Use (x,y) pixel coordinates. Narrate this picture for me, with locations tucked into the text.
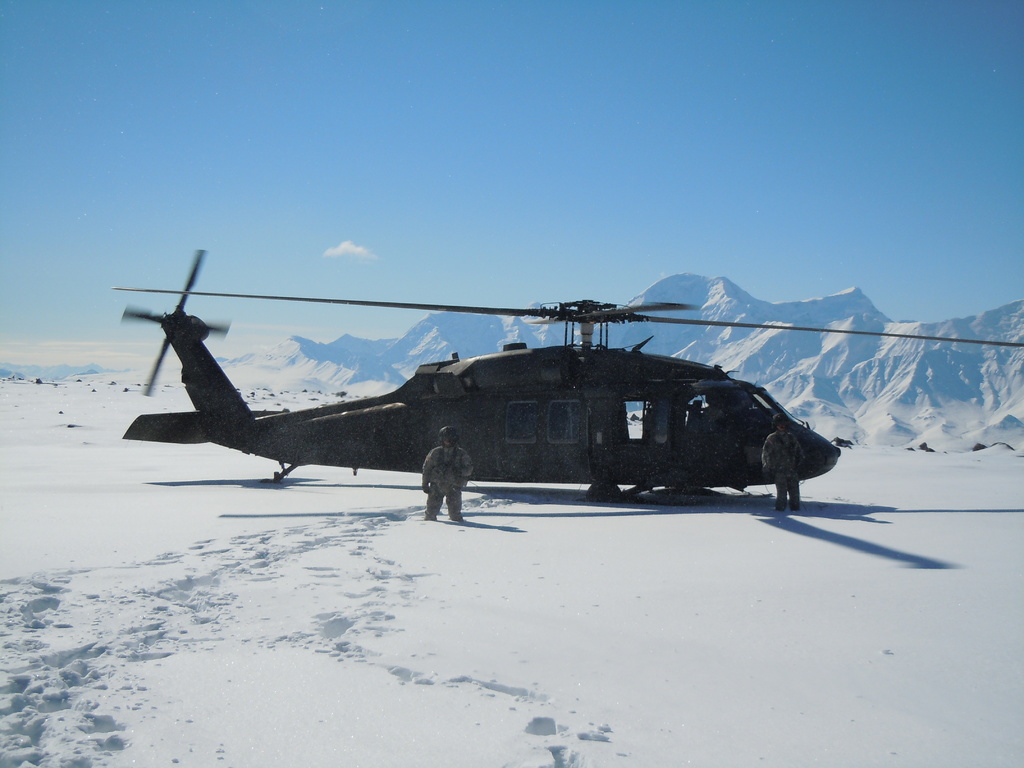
This is a helicopter (450,400). I can see two people (776,475) standing. This is the snow (594,654). I think these are the Himalayan mountains (848,382). This is the sky (569,180).
